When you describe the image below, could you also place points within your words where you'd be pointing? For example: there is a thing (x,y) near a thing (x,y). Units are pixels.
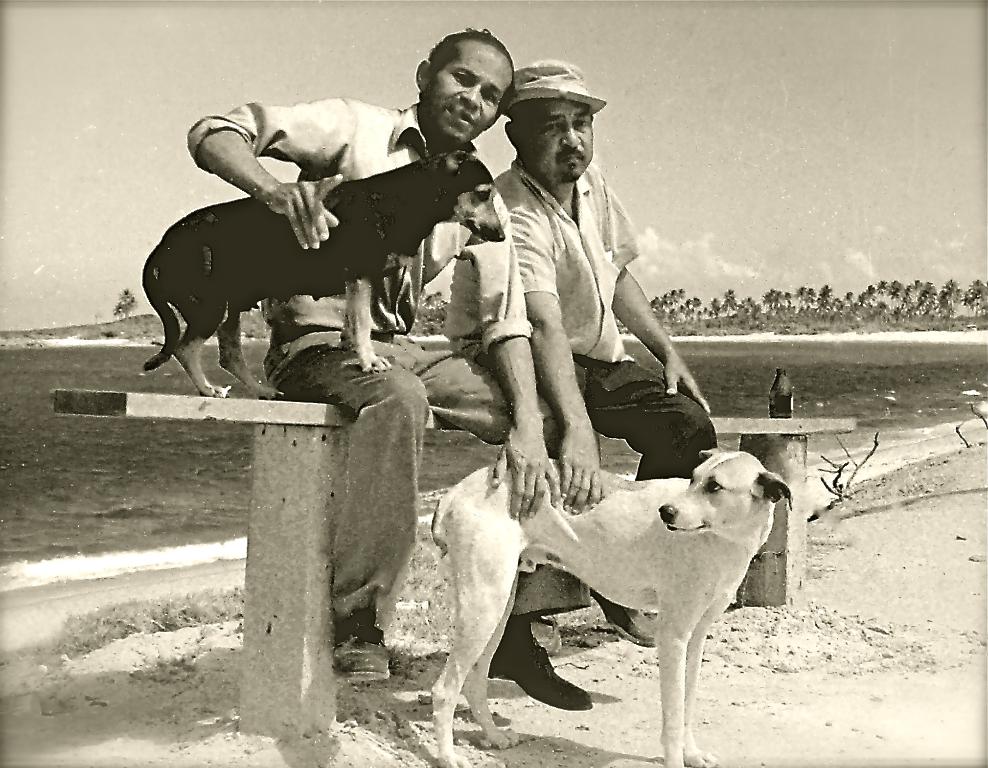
In the image we can see there are two men (488,304) who are sitting on the bench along with a dog (721,527) and the image is in black and white colour.
